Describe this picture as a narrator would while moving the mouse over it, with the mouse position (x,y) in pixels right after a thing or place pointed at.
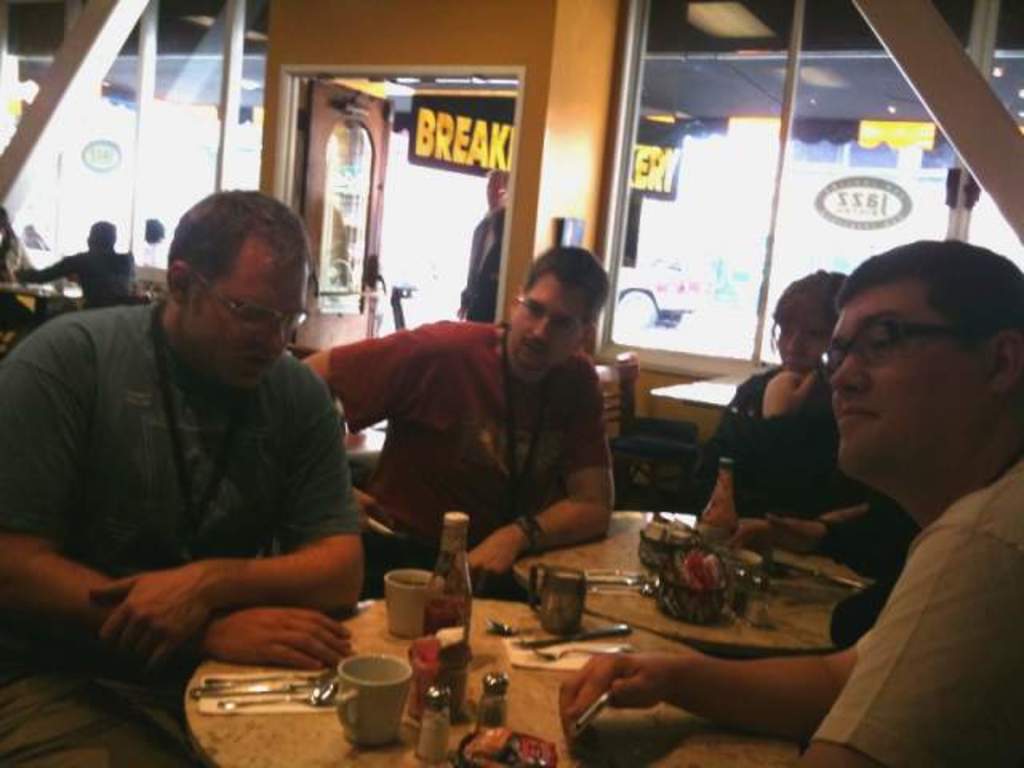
In this picture we can see four persons (933,613) are sitting in front of tables (769,623), there are bottles (453,612), mugs (559,616), spoons (333,696) and knives (612,631) present on these tables (540,729), in the background (480,242) we can see three more persons (491,250), a board (466,102) and glasses (70,118), there is some text (463,142) on this board (498,122).
